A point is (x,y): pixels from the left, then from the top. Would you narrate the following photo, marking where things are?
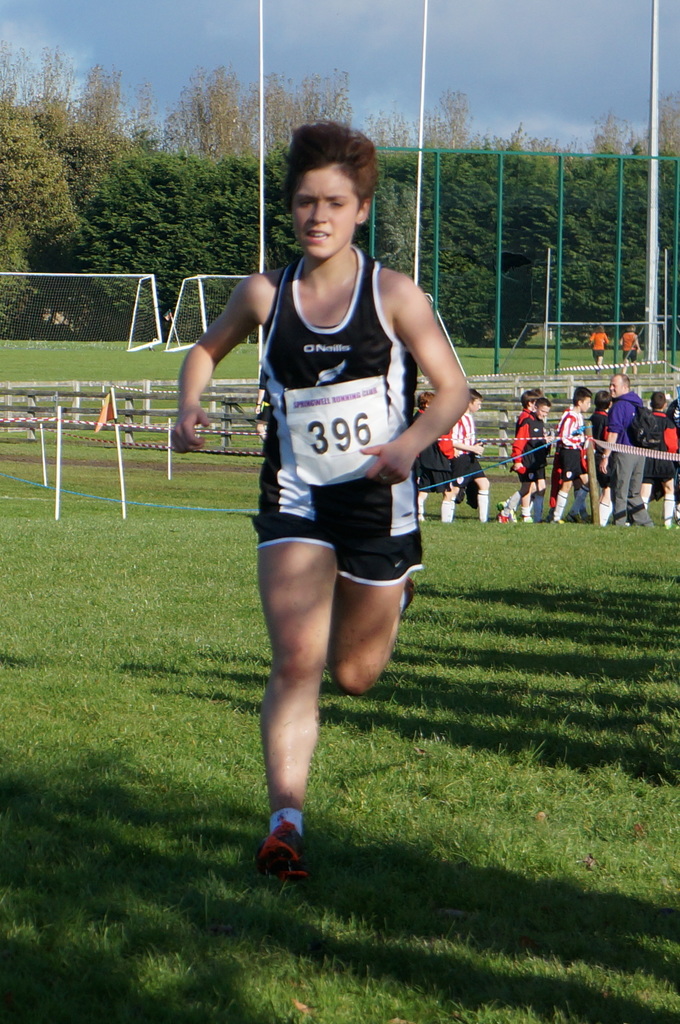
This picture shows a woman (344,599) running and we see grass (214,712) on the ground (118,768) and few people (644,514) standing and we see trees (377,187) and a blue cloudy sky (528,104) and few poles (618,272).
